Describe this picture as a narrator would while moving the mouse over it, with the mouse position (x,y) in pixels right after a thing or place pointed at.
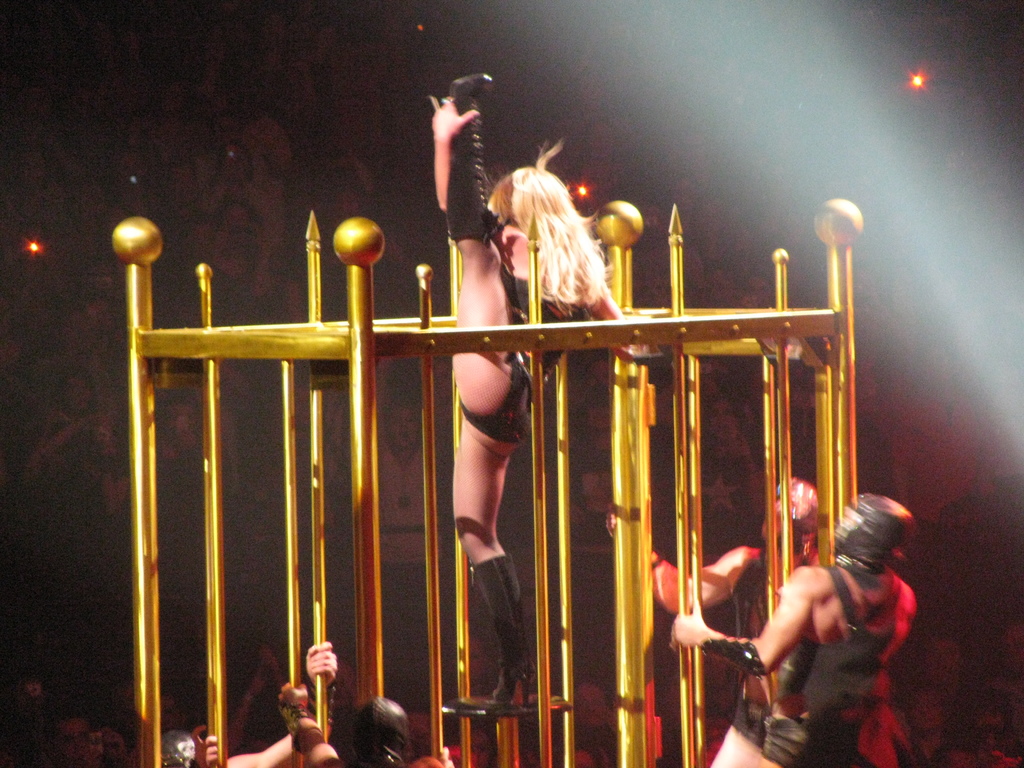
In the center of the image (567,480) we can see one golden color cage (620,542). In the cage (542,619), we can see one black color object (502,710). On that object (491,703), we can see one woman (499,598) is performing and she is in a different costume (509,425). And we can see a few people (886,614) are holding the cage (629,575) and they are also in different costumes (390,764). In the background (1005,614) we can see a few people (552,383), lights (827,117) and a few other objects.
